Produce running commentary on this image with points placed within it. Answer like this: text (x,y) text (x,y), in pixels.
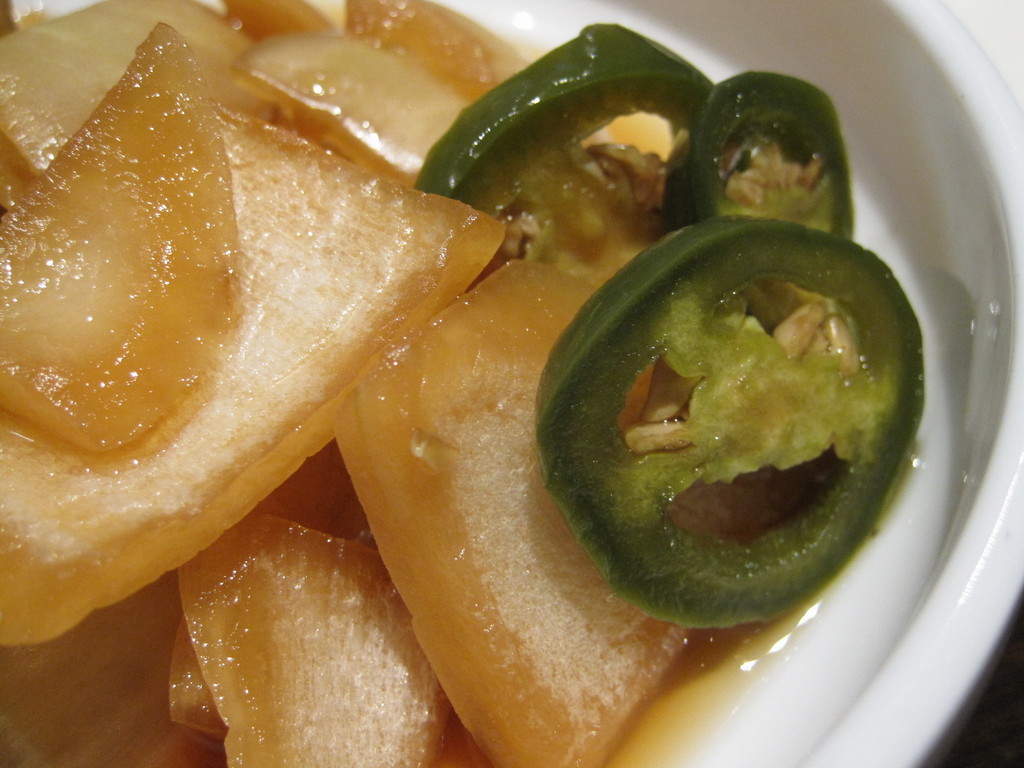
In this image I can see a white colored bowl (913,611) and in the bowl (856,22) I can see a food item (331,243) which is cream, orange and green in color.
